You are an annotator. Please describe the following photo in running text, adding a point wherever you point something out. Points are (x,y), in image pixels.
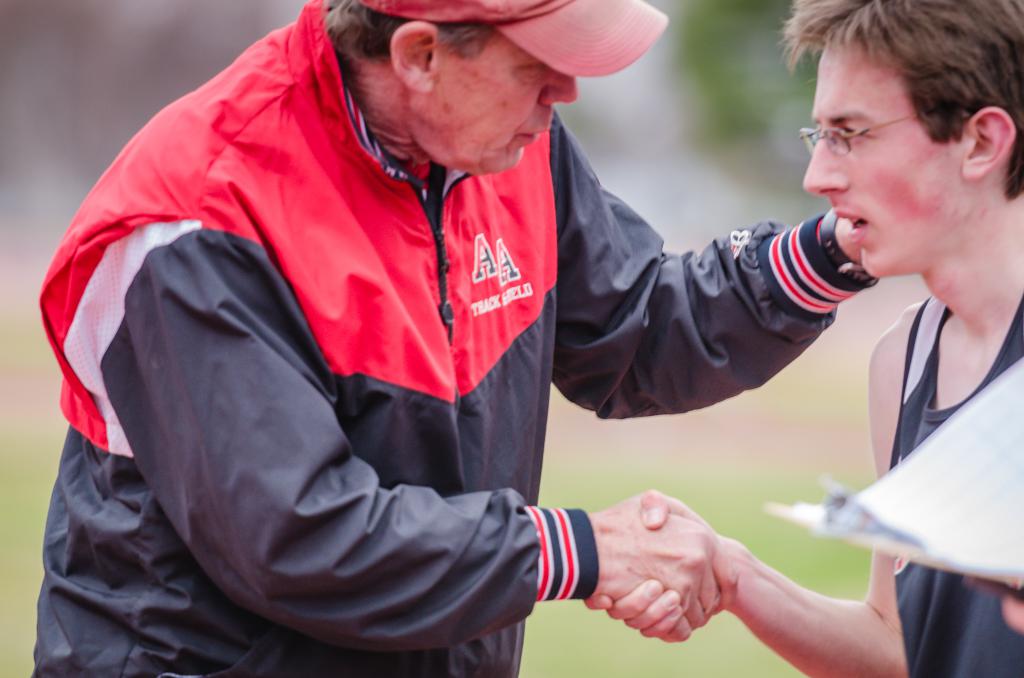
In this image we can see there are two persons (603,300) standing and shaking their hands (710,541) and blur background (752,519).
